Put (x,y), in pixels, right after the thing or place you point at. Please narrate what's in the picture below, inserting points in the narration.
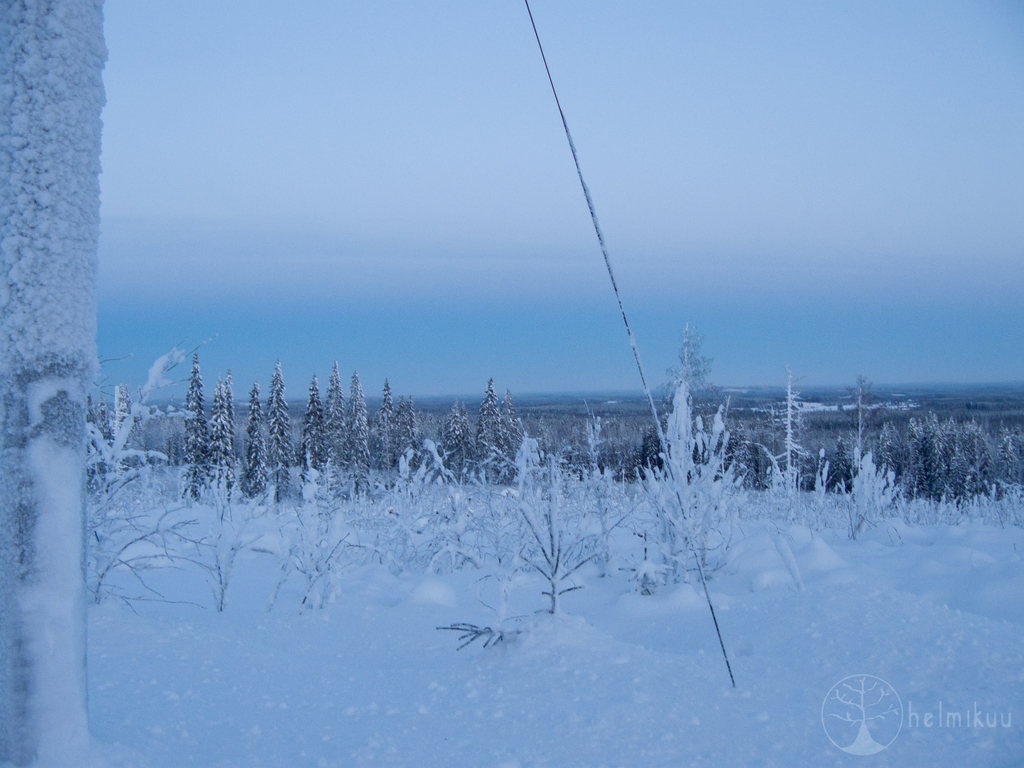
In this image in the front (557,674) there is snow (536,690) on the ground (529,669) and in the background (305,469) there are trees (443,450).
